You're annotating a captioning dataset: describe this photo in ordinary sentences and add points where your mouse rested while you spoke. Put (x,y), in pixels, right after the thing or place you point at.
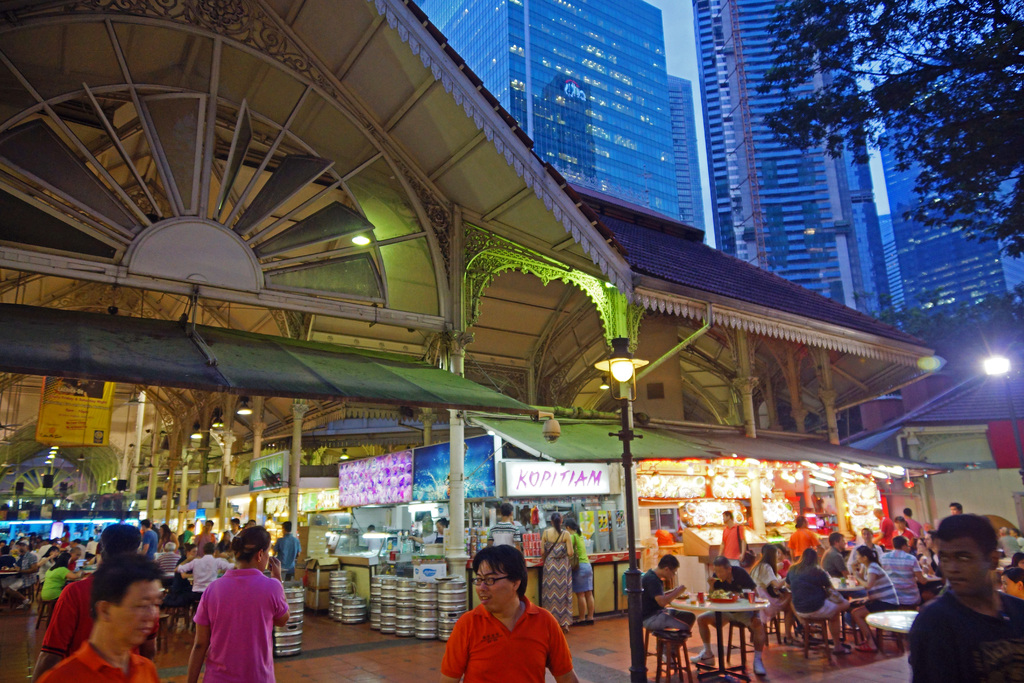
In this image we can see few persons (210,561) are sitting on the chairs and few persons (251,587) are standing. There are food items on the tables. We can see light poles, screens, hoardings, stalls (516,460) and objects (330,570). In the background (880,214) we can see trees (1018,236), buildings (706,68) and the sky (709,204).
